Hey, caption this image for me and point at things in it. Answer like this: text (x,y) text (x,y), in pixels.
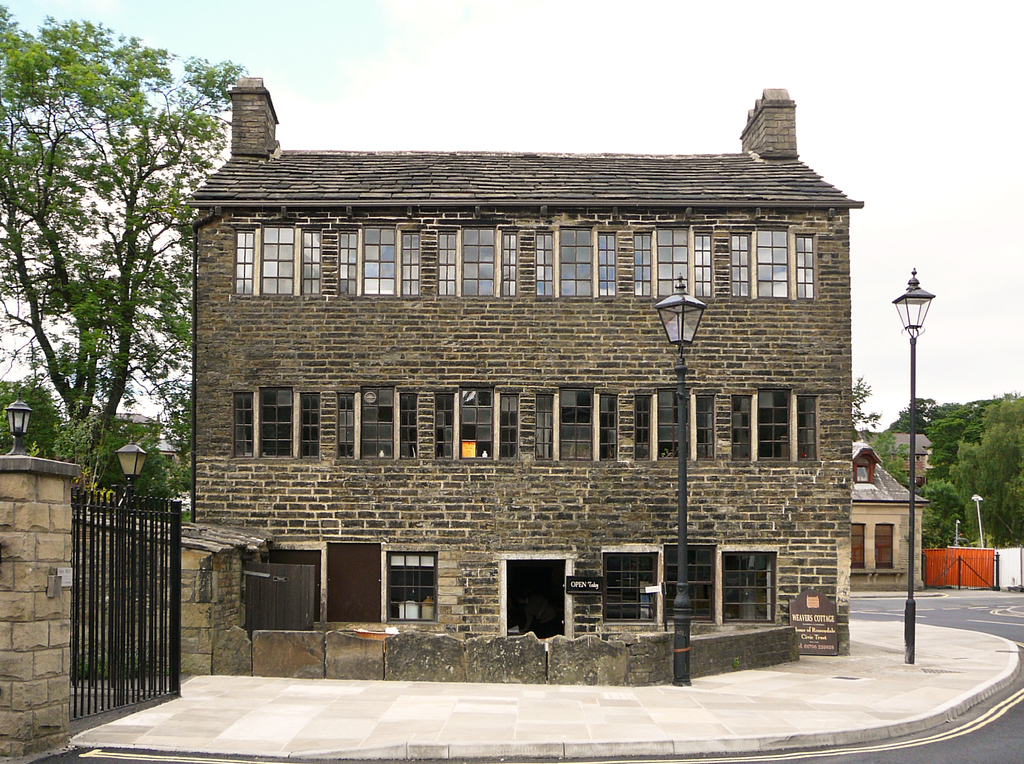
In this image we can see a few buildings (439,541), there are some trees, gates (116,659), doors (276,590), windows (282,406), poles (677,633) and lights (678,313), in the background (536,98) we can see the sky (268,65).
